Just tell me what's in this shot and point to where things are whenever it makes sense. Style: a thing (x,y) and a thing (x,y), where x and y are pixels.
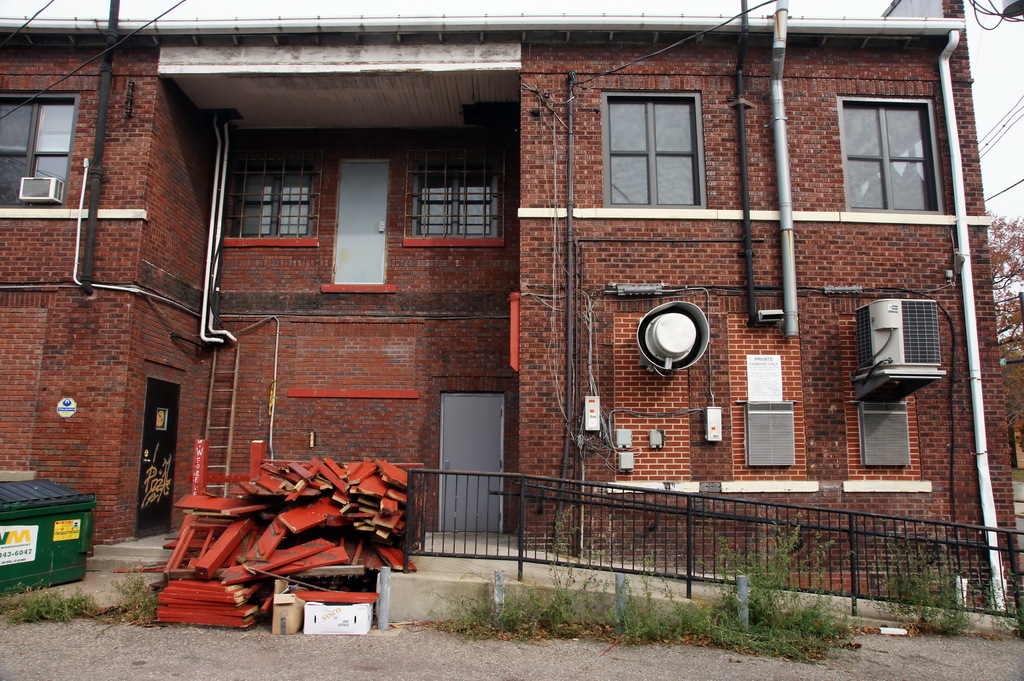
In this image in front (837,537) there is a metal fence (790,554). There is a building (473,244). In front of the building (25,260) there are a few objects (181,564). On the right side of the image (998,310) there is a tree (1001,284).
